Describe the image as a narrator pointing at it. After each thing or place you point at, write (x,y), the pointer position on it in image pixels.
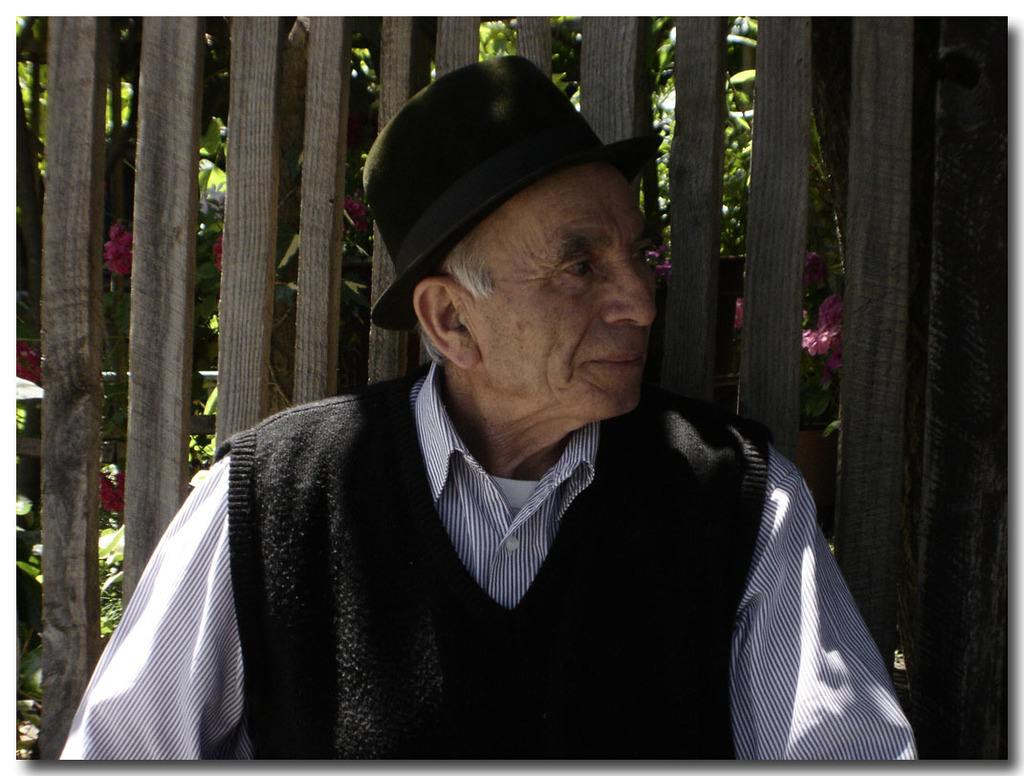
As we can see in the image, there is a old man (516,558). He is wearing black color hat (444,175). Behind the man (376,301) there are wooden sticks (241,271). Behind the sticks (176,298) there are trees (201,163) and flowers (119,259).
